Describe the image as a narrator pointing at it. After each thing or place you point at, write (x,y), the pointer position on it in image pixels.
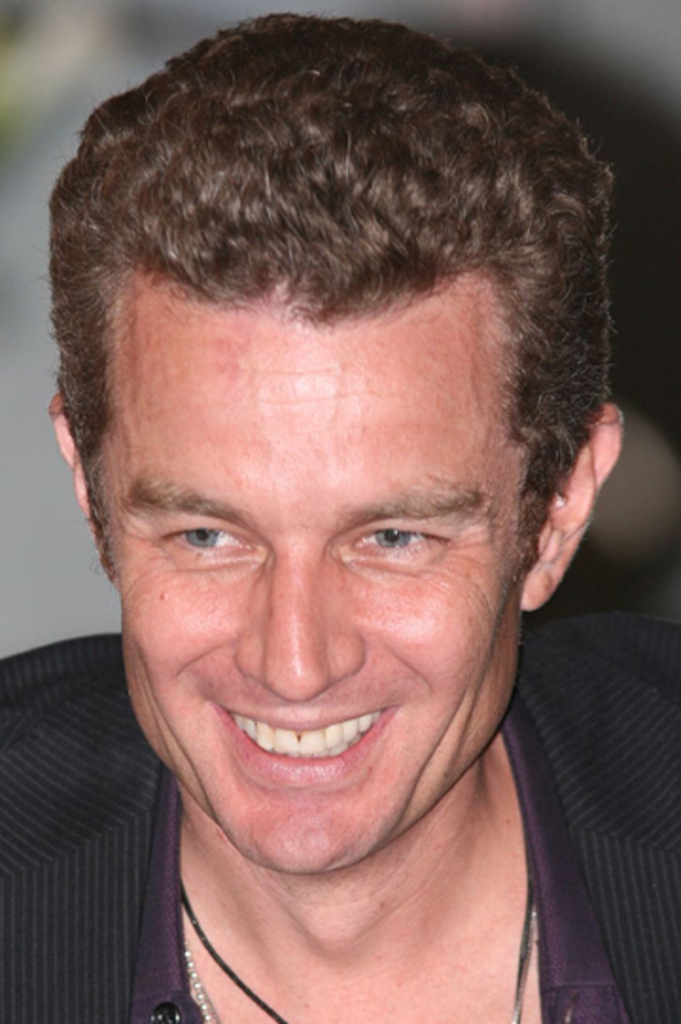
In this image there is a man (279,624) smiling and the background (631,101) is blurry.
